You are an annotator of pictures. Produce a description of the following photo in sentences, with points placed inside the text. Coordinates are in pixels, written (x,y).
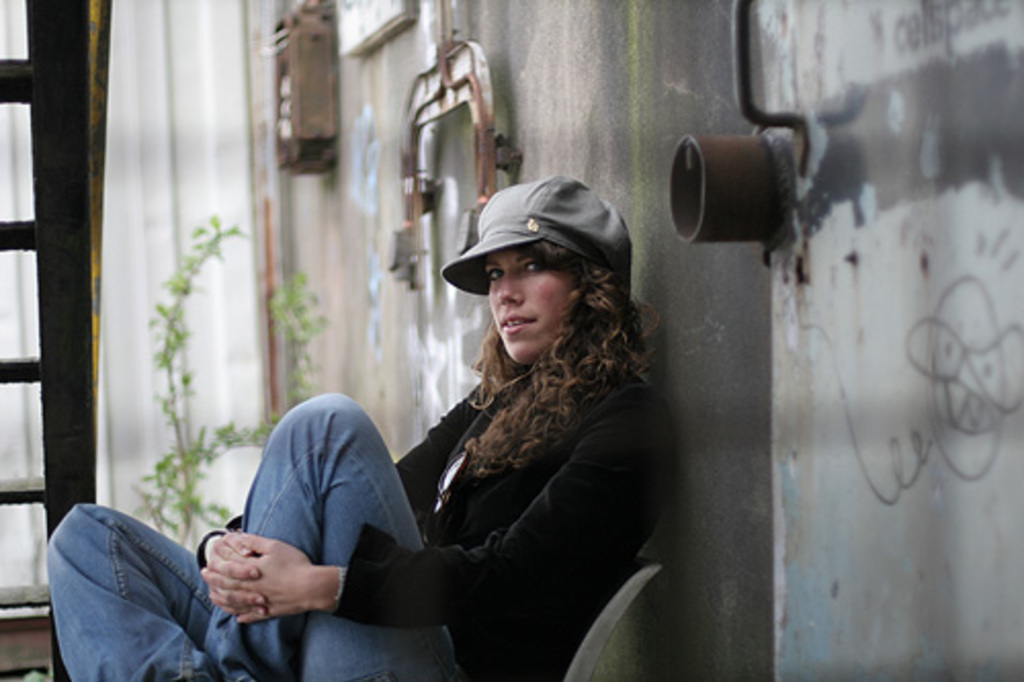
In this image I can see a woman (320,491) is sitting. I can see she is wearing black dress (437,545), blue jeans (348,497) and a cap (479,275). In background (187,497) I can see a plant (167,326) and I can see this image is little bit blurry from background (142,139).
